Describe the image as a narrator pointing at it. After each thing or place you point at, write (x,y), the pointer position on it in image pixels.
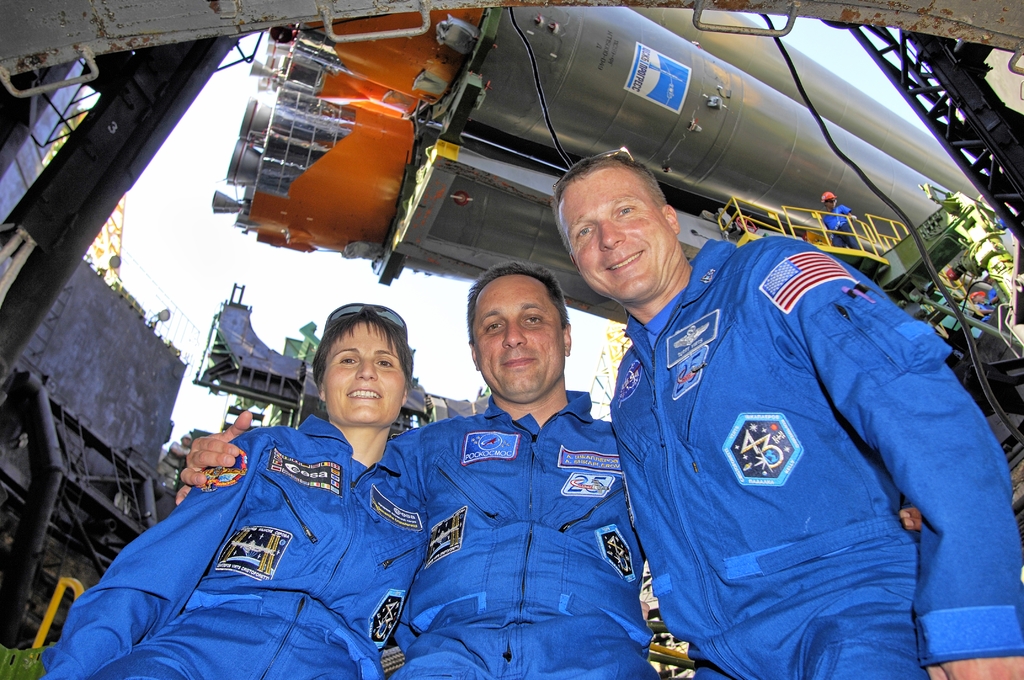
This image consists of 3 persons (660,537). They are wearing same dress (410,521). There is some machinery (339,223) behind them. They are standing. There is sky (160,209) at the top (175,174).
